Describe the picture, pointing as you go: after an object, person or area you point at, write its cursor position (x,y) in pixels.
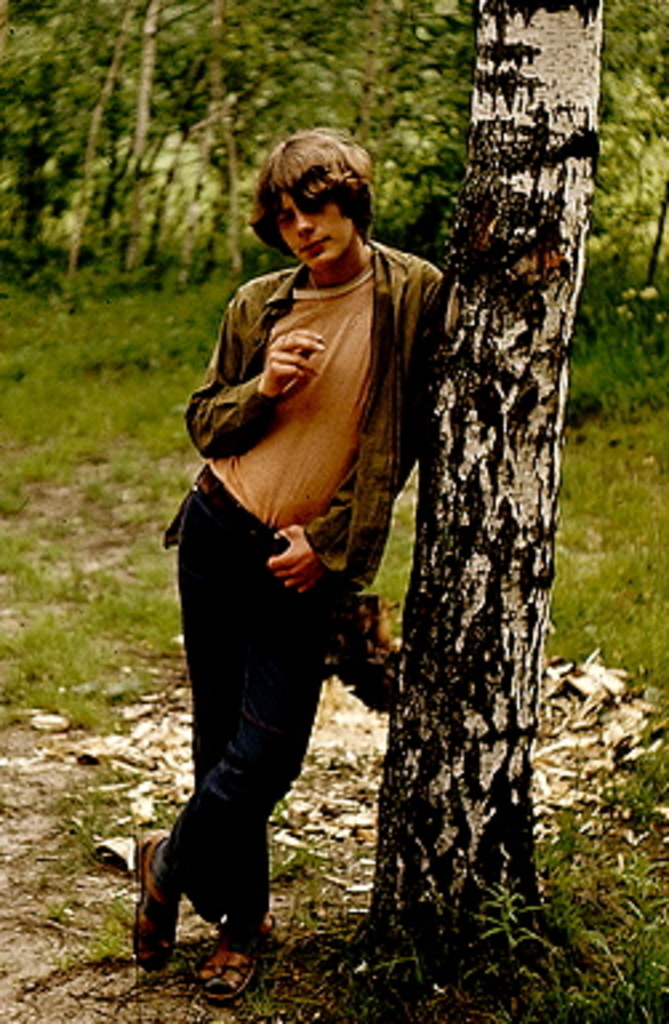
In this picture we can see a person (298,456) standing here, in the background (388,201) there are some trees (327,79), we can see grass (311,860) at the bottom (520,979).
